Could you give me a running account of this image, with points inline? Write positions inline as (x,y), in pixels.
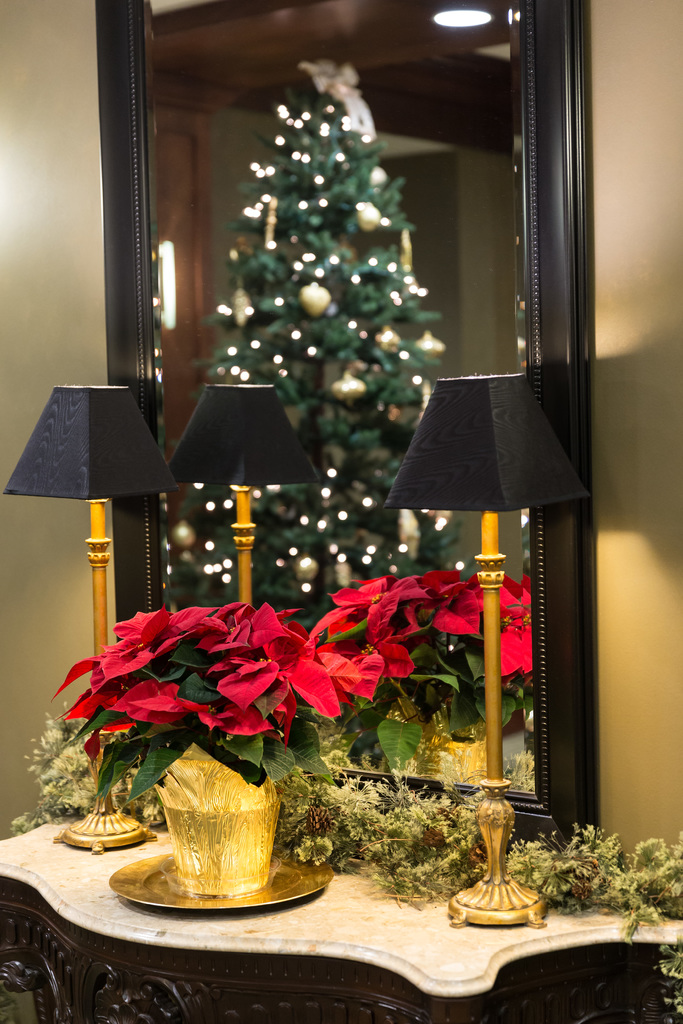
In this image we can see lamps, flower vase (254,849) and other objects (289,845). In the background of the image (361,517) there is a mirror (404,226) and wall (620,440). In the mirror (289,352) we can see some reflections (405,379) such as a tree (386,453), flower vase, lights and other objects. At the bottom of the image (218,993) there is a wooden texture (187,1002).
